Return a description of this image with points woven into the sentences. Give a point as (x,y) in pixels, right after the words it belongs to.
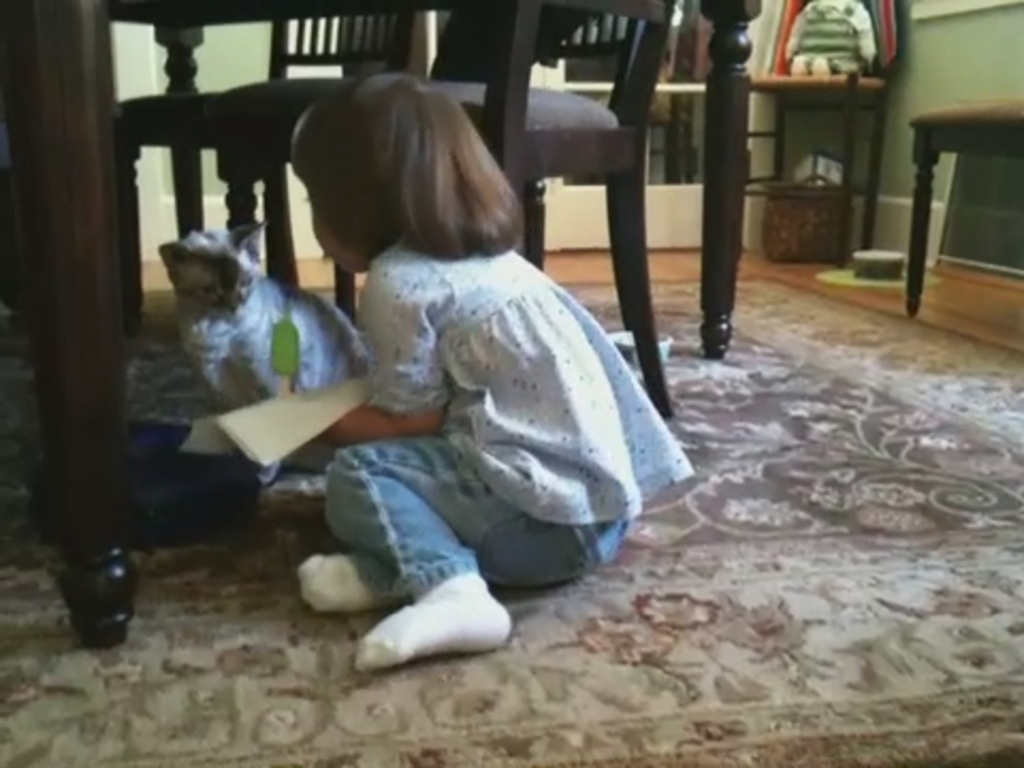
In this Image I see a child (393,330) and a cat (256,340) who are on the floor (960,279) and I can also see there are few chairs (631,11) over here. In the background (206,193) I see the wall (155,73).
